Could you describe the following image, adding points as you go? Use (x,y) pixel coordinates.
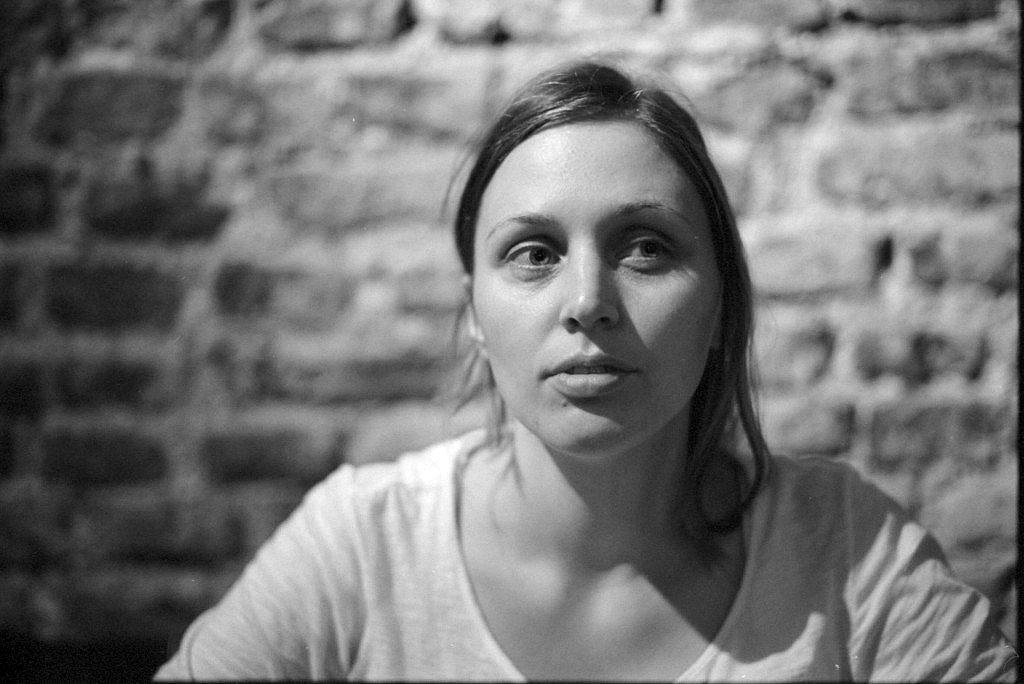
In the foreground (884,604) I can see a woman (612,133). In the background (271,102) I can see a wall (405,452). This image is taken may be during night.
